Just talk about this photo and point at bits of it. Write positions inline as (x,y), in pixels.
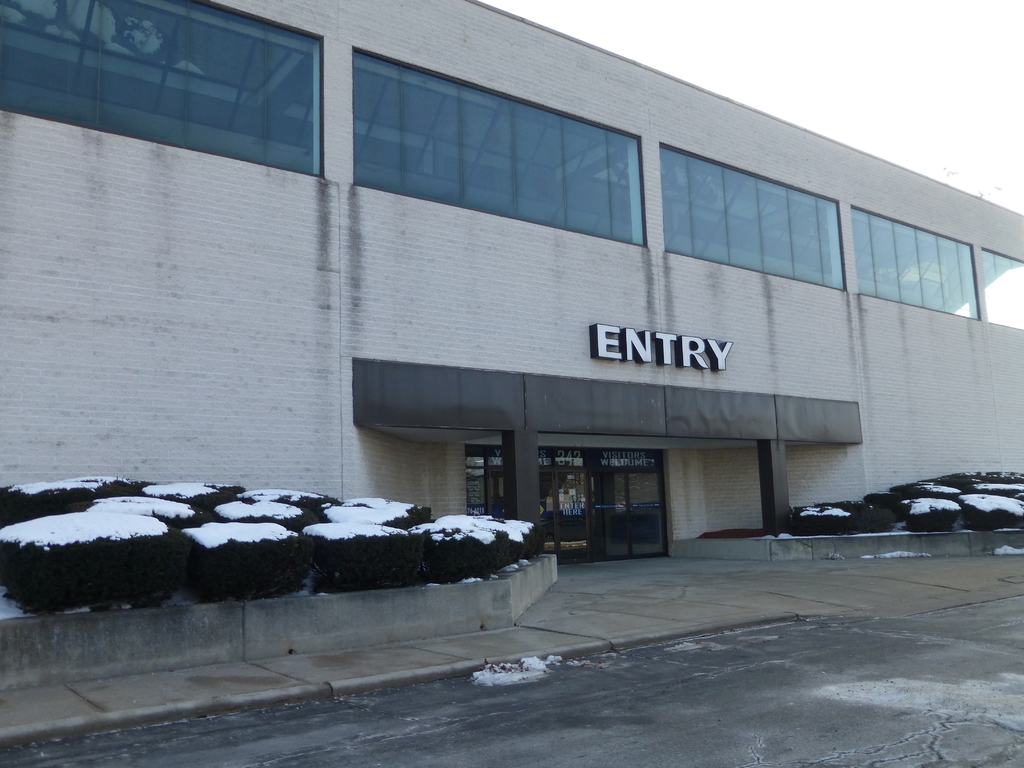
In this picture we can see a building (564,322), there are some plants (867,503) at the bottom (361,552), we can see snow (231,509) on plants (930,509), there is the sky (882,85) at the right top of the picture (808,76), we can see glasses (785,261) of the buildings (557,500).
